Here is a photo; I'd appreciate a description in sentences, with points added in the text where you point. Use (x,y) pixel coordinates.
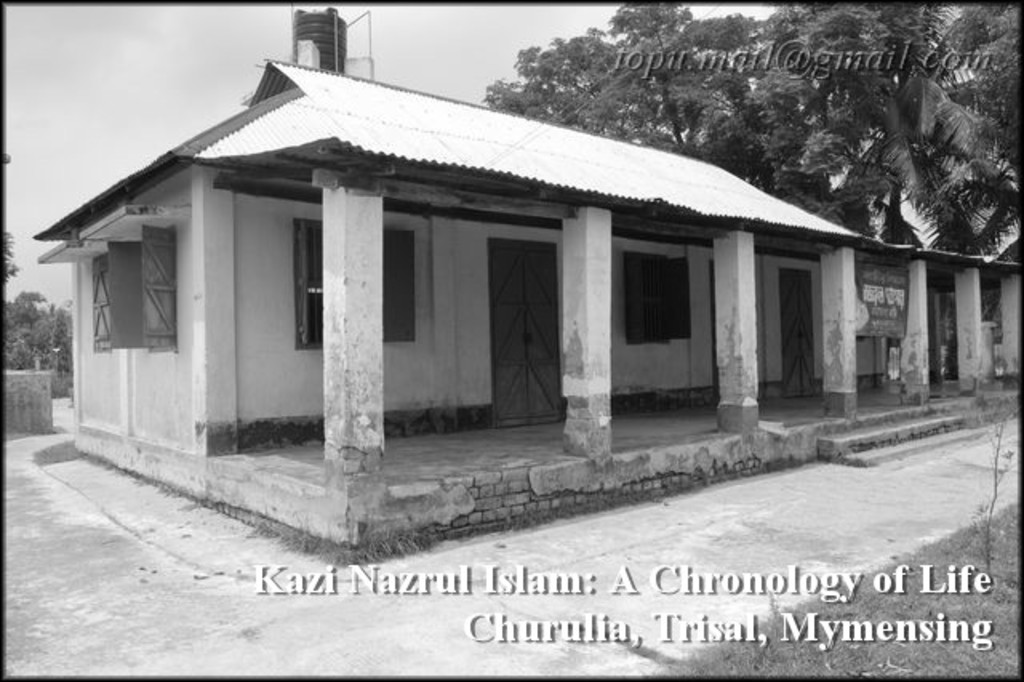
It is a black and white edited image there is a house (259,152) and the roof (302,161) of the house (537,143) is covered with cement sheets (564,137) and behind house (171,393) there are some trees (823,124).
